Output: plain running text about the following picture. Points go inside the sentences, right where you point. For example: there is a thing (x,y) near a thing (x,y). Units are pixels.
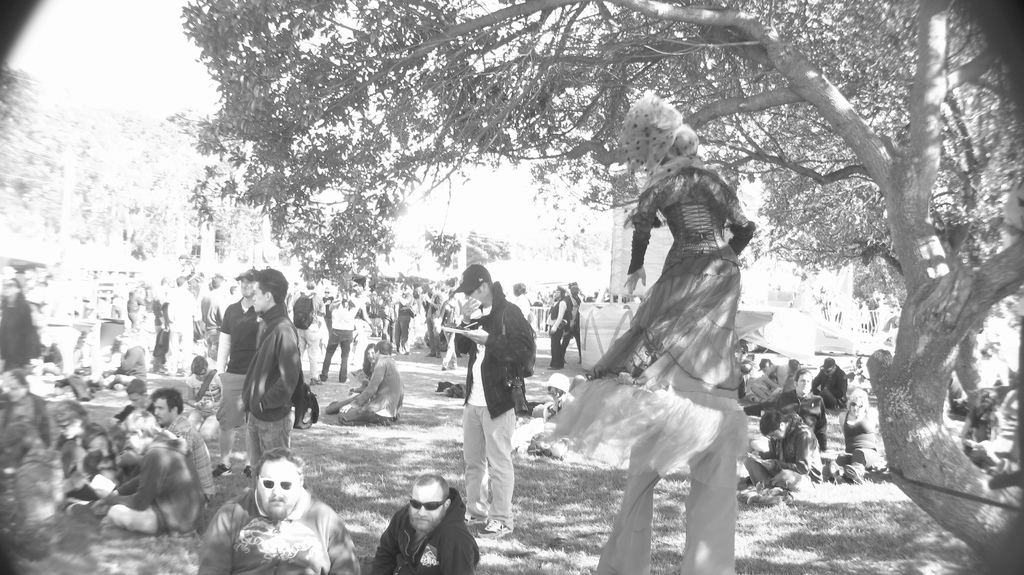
This is a black and white image. On the left side (180,498), I can see many people (359,314) on the ground (318,460). Few are sitting and few are standing. Here I can see a person (705,347) is wearing costume (668,423) and walking on the ground (549,498). On the right side (915,268), I can see a tree (762,31).
